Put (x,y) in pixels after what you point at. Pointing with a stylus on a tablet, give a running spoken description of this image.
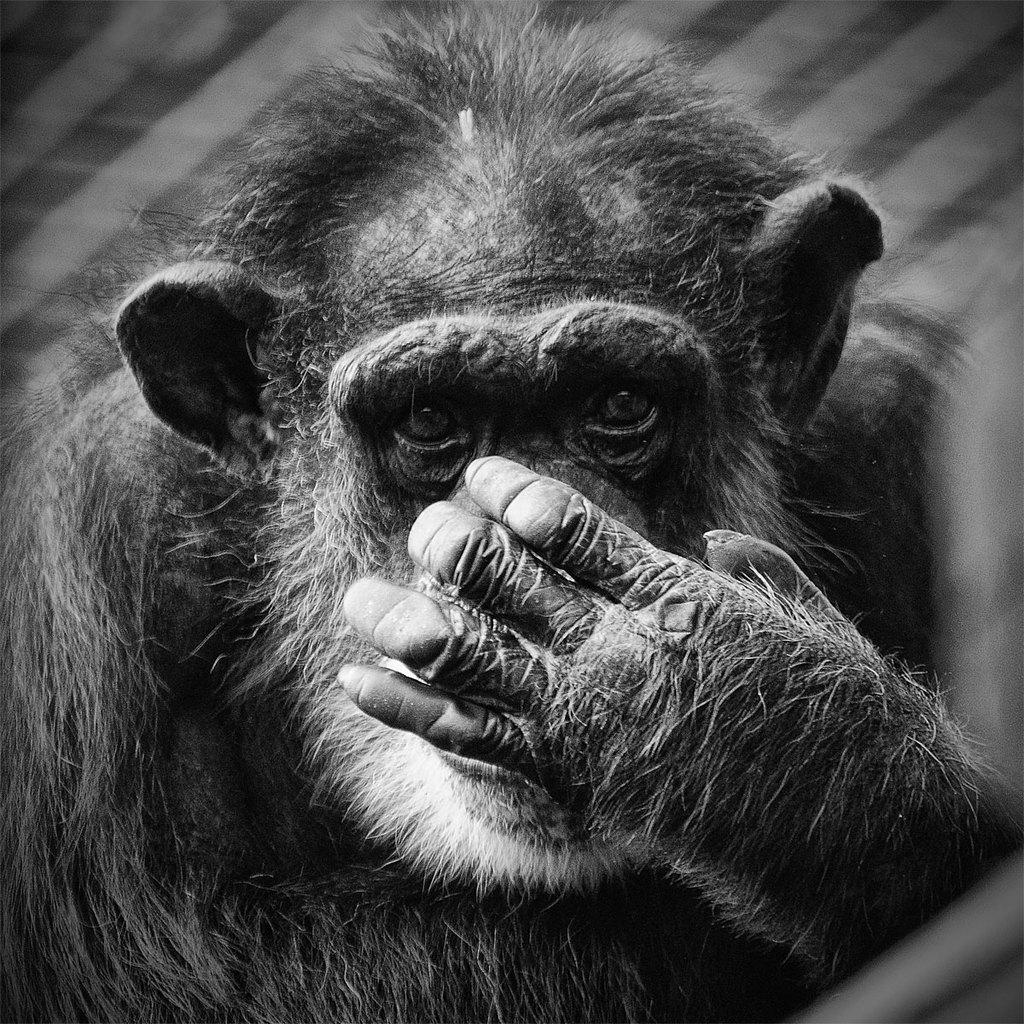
In this picture I can see there is a monkey (757,435) and it has black fur (770,714) and it closes it nose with the hand (508,647).
